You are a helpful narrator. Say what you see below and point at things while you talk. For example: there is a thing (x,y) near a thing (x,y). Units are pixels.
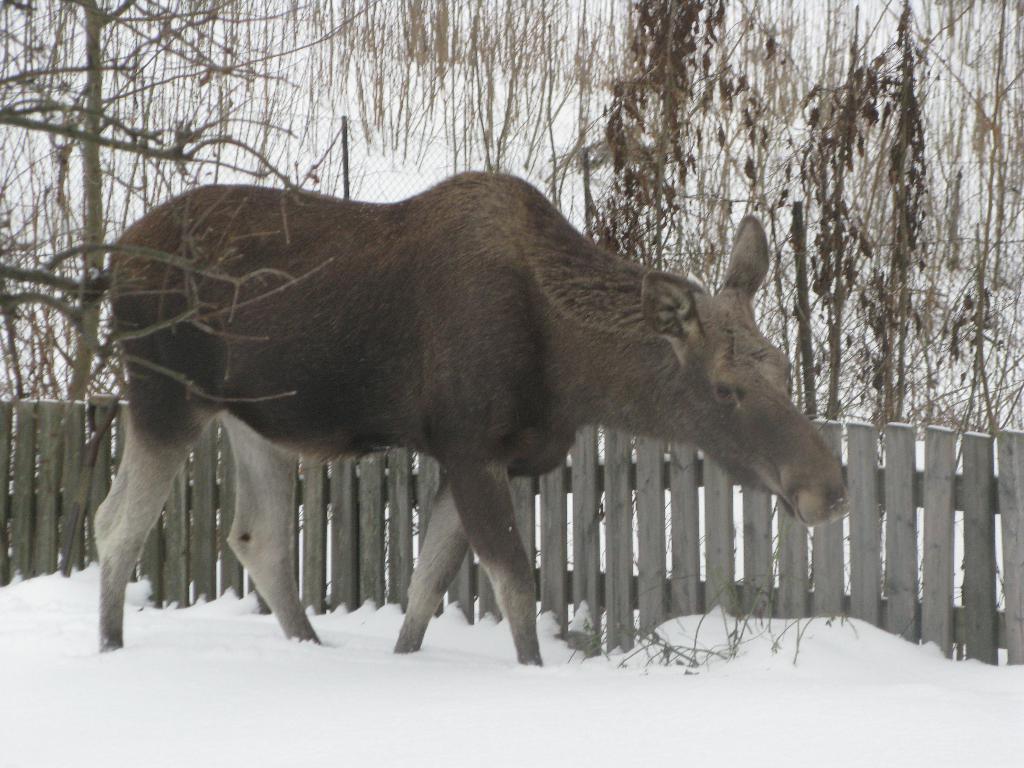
As we can see in the image there is an animal (380,431), snow (374,731), fence (886,578) and trees (466,94).
